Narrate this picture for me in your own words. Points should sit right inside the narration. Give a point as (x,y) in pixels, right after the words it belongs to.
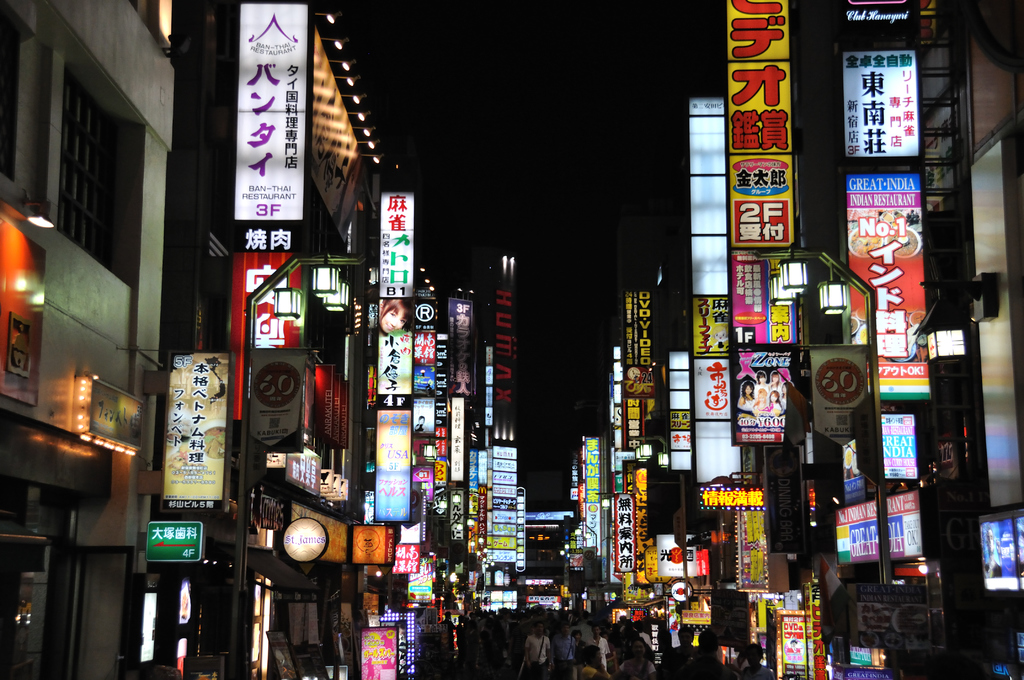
The picture is clicked in a street (480,618). In the center of the picture (436,337) there are hoardings (259,162) and people (518,634) walking down the road (466,636). On the left (203,617) there are buildings (88,591) and lights (402,616). On the right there are buildings (836,557). At the top (502,100) it is dark.
